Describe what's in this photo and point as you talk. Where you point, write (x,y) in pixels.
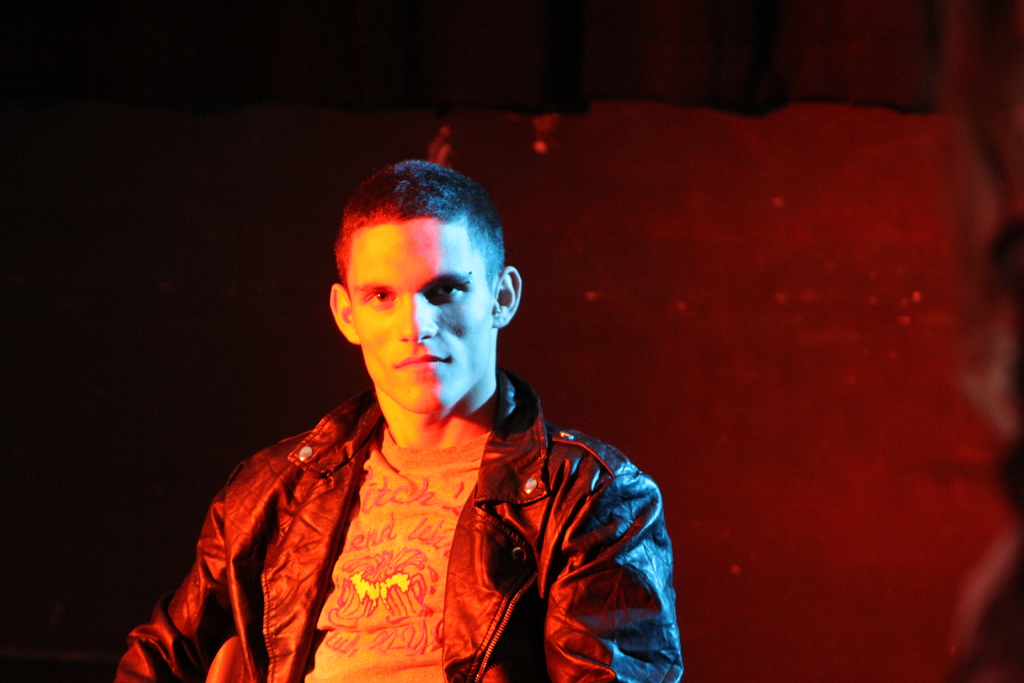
In this image there is a person (413,523), in the background (303,75) it is dark and blurred.
